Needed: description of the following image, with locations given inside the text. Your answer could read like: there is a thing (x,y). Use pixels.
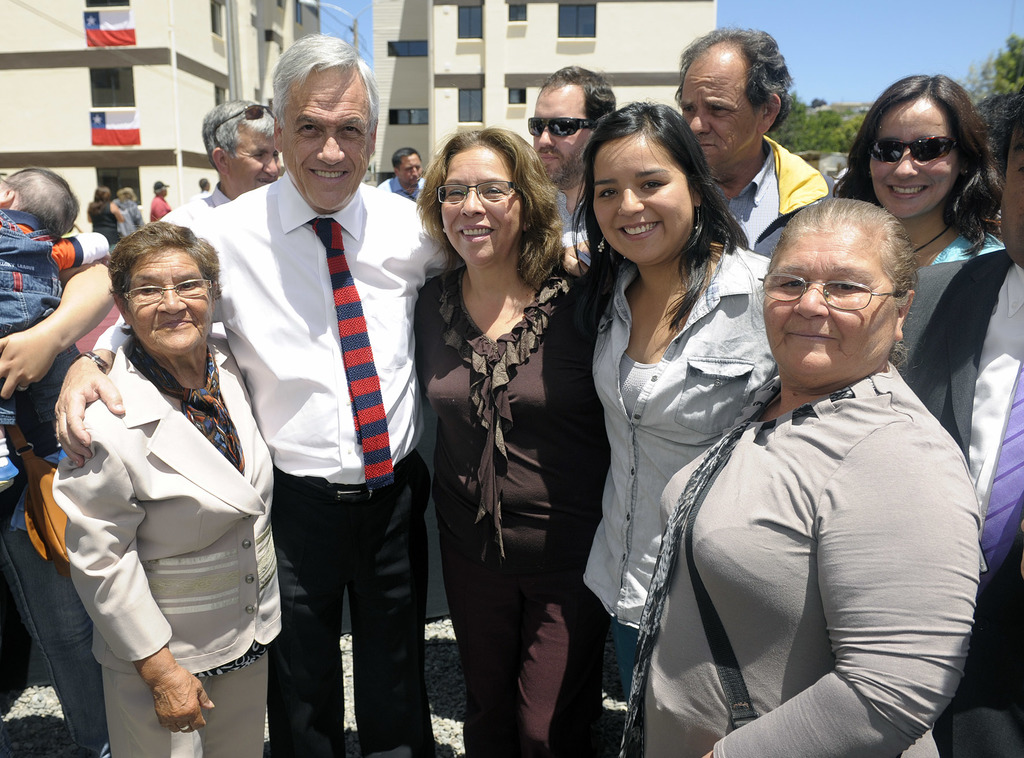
In this image we can see there are groups of people (352,356) standing and smiling. In the background (129,49) there are buildings (587,49), trees (1012,80) and sky (856,97).
